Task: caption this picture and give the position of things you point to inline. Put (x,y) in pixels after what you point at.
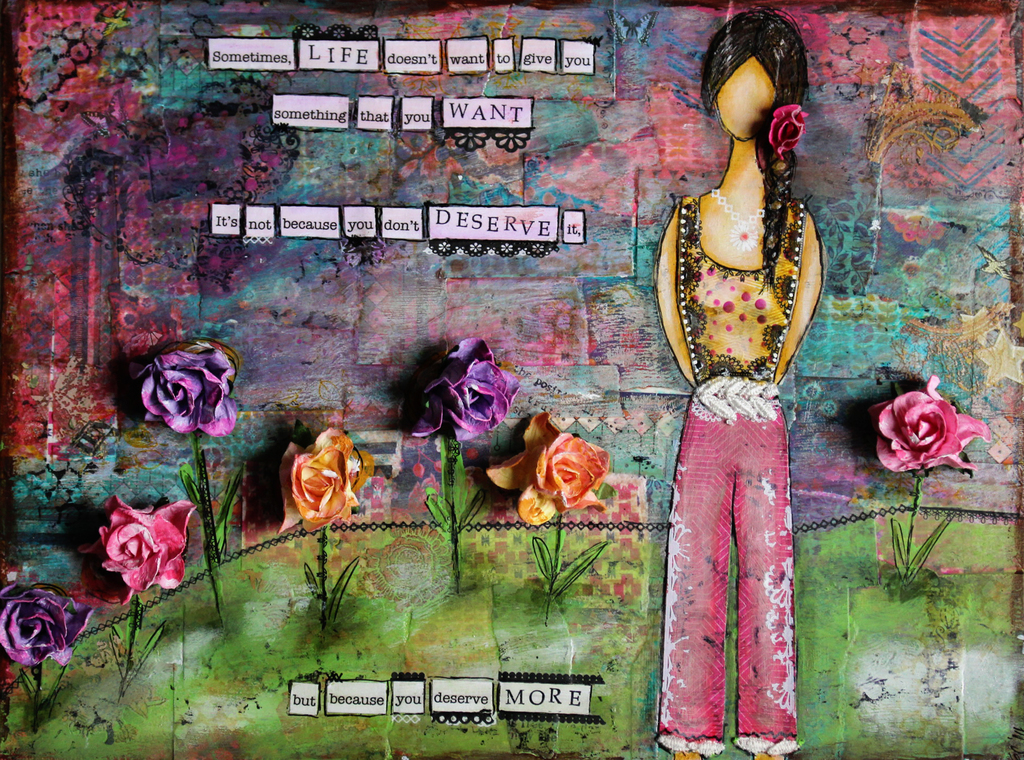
In this image we can see a wall painting (628,363). In this image we can see some flowers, pictures (785,452) and the text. In the background of the image (407,494) there is the wall (596,301).
